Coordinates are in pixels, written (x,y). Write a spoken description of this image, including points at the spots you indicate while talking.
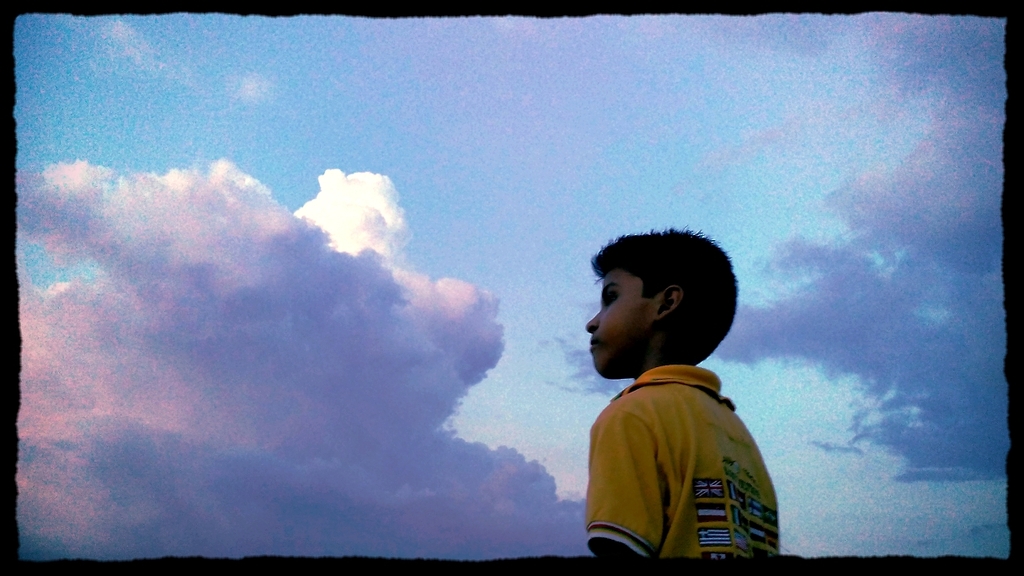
In the foreground of this image (743,545), there is a boy (729,548) in yellow t-shirt (666,486). In the background (580,215), there is the sky (380,185) and also there is a black border (696,575) to this image.
